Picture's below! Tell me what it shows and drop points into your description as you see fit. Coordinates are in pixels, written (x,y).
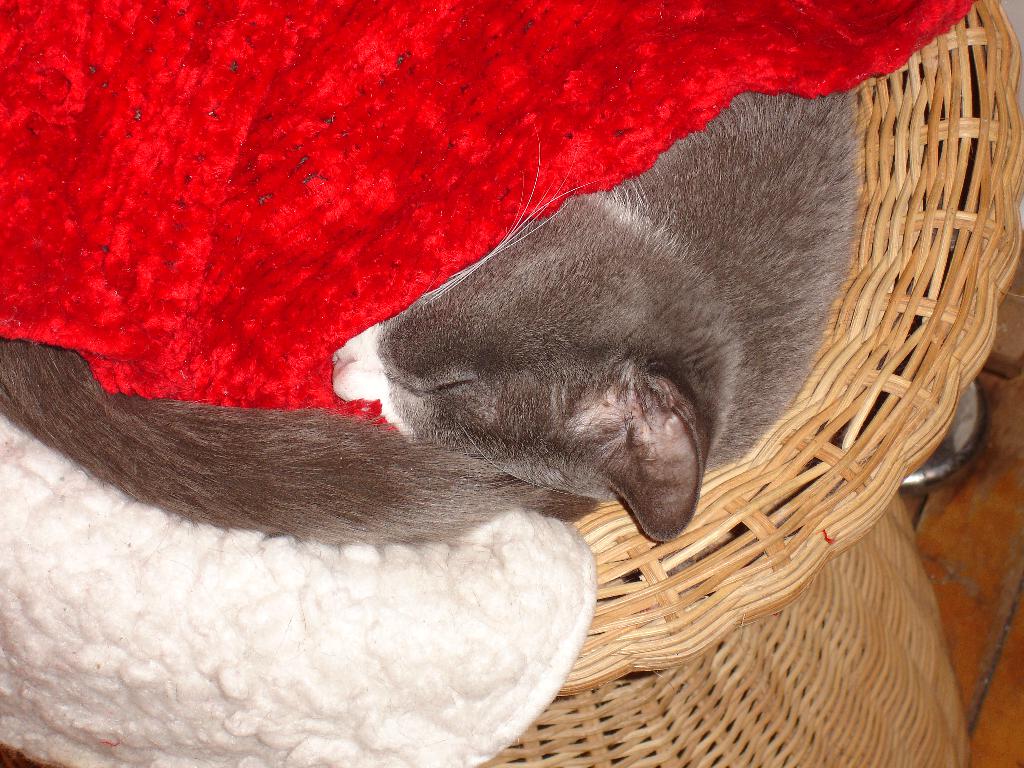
In this image, we can see a cat (519,459) is sleeping in the basket (899,266). Here we can see white and red clothes (206,565). On the right side of the image (982,498), we can see silver color object (941,473) and wooden surface (956,565).
